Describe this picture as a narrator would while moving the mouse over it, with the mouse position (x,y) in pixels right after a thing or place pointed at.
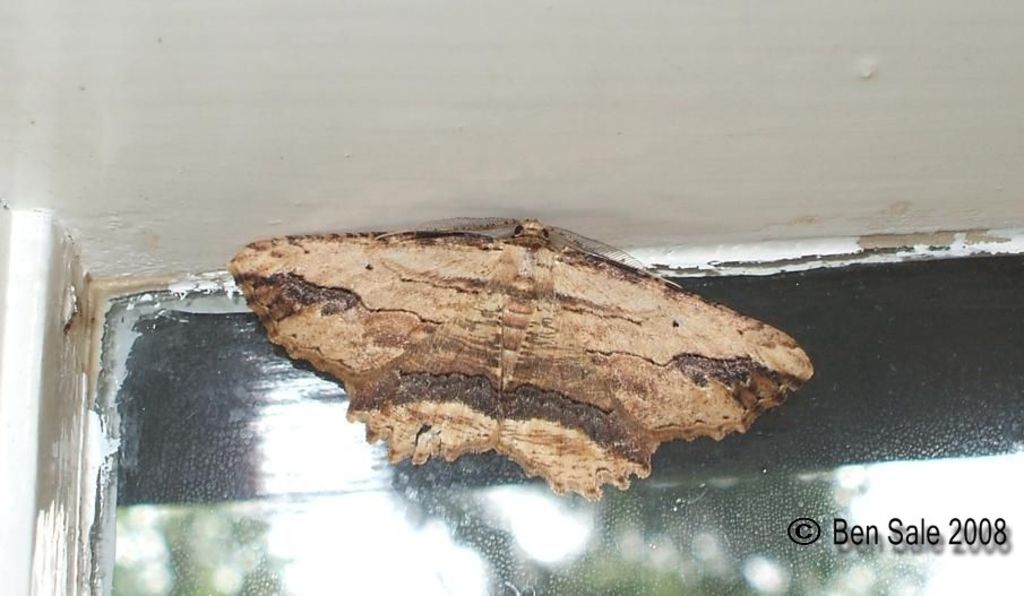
In this picture I can see a insect (444,395) on the wall (468,85). Here I can see a watermark (903,541).
